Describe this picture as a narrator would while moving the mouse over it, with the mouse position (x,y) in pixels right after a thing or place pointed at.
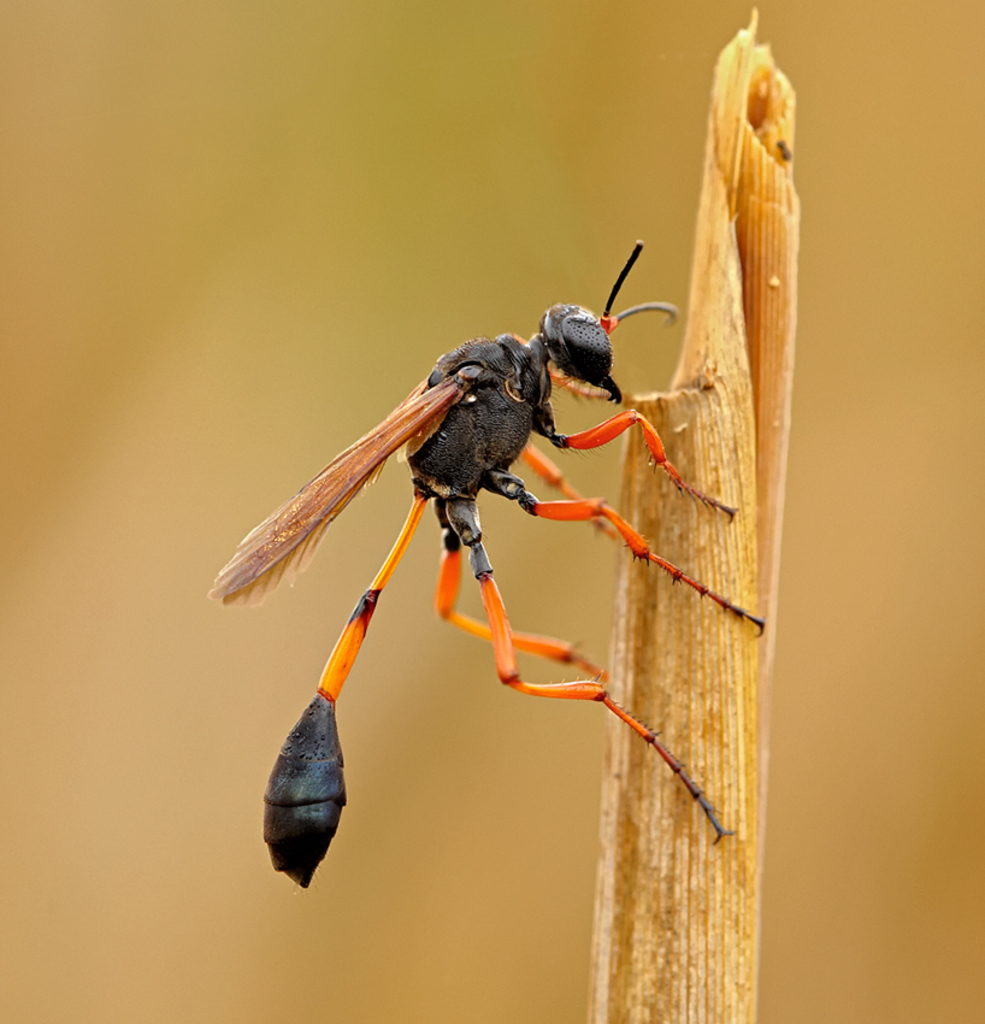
In this image there is an insect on a stem (668,406), in the background (424,229) it is blurred.
